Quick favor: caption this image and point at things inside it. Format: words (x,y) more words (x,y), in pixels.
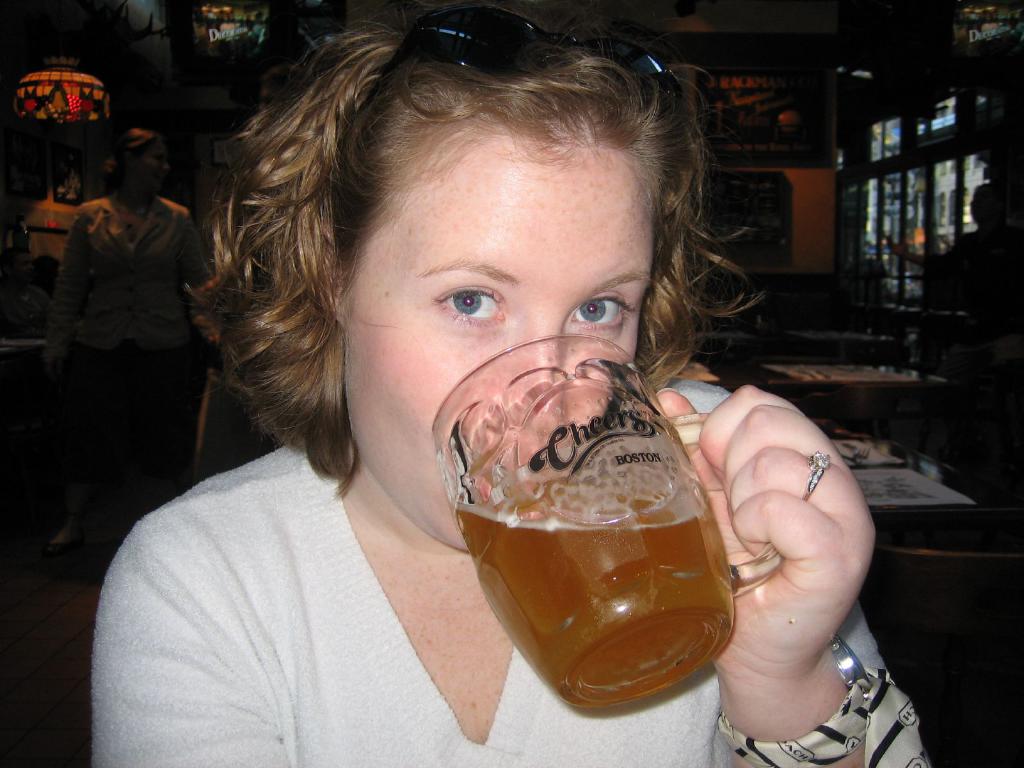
This woman (348,353) is highlighted in this picture. This woman (349,605) wore white t-shirt (362,624) and holding a cup (698,425). Far this person (171,302) is standing.
